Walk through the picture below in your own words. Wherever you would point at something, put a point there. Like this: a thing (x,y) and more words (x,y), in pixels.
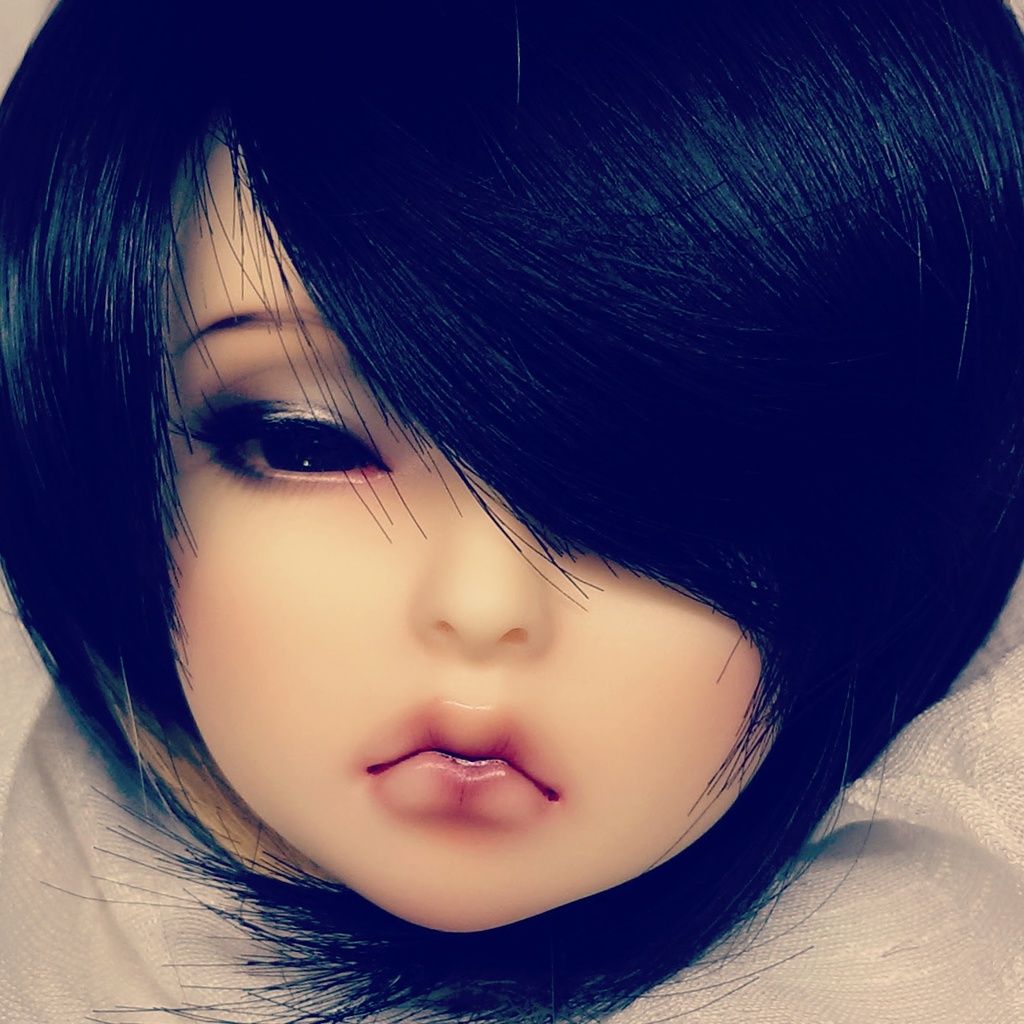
In this picture it is looking like an animated picture of a baby (439,611).
